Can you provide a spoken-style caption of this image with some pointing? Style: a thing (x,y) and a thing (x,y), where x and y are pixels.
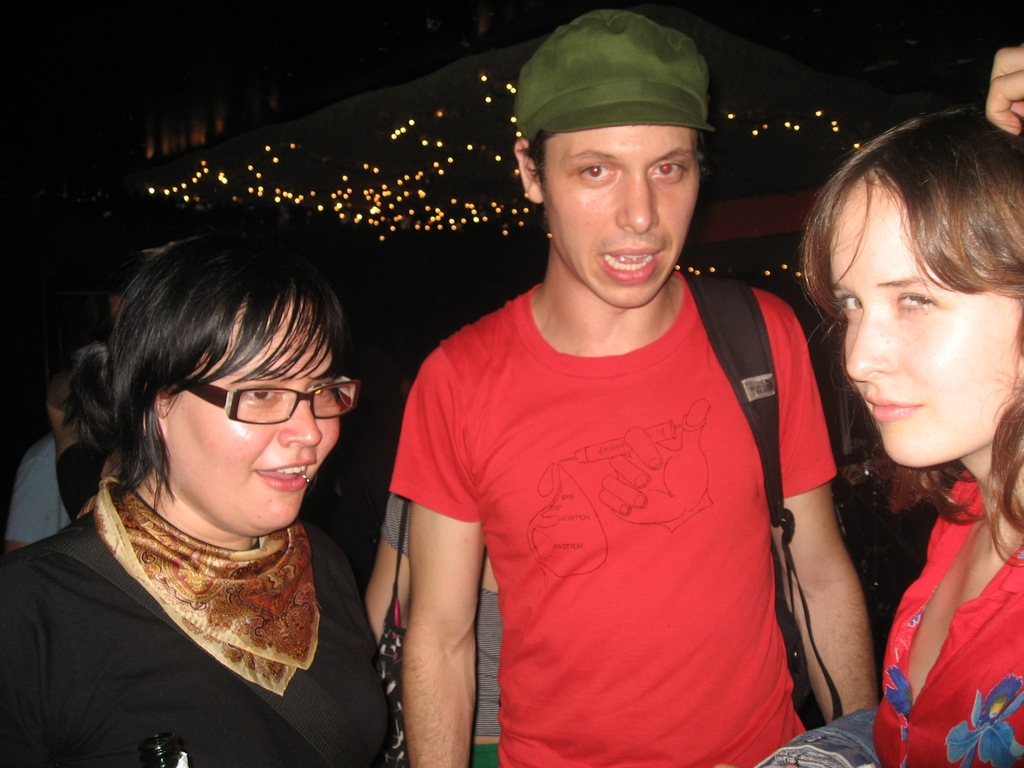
In this image there are people (665,486) standing, in the background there are lights (435,163).
